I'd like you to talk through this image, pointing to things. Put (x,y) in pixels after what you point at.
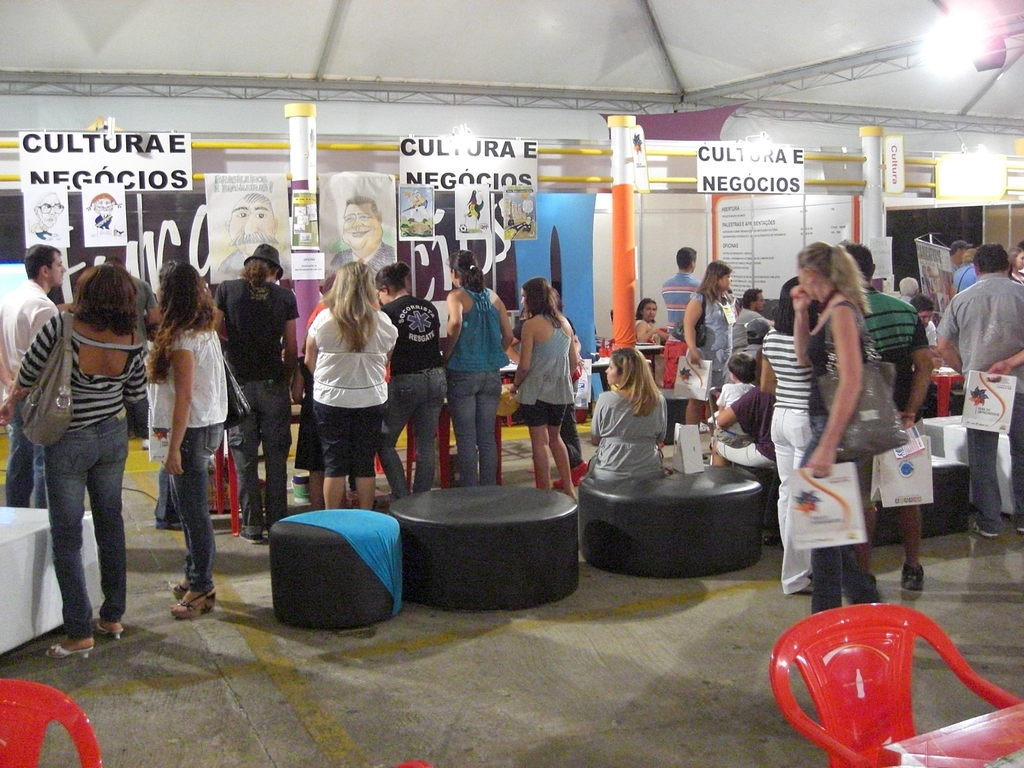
In this picture we can see chairs (11,745), stools (334,621) and a group of people (310,422) standing on the floor (309,663) and some objects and in the background (60,166) we can see posts (93,184), name boards (139,158), pillars (627,312), lights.
